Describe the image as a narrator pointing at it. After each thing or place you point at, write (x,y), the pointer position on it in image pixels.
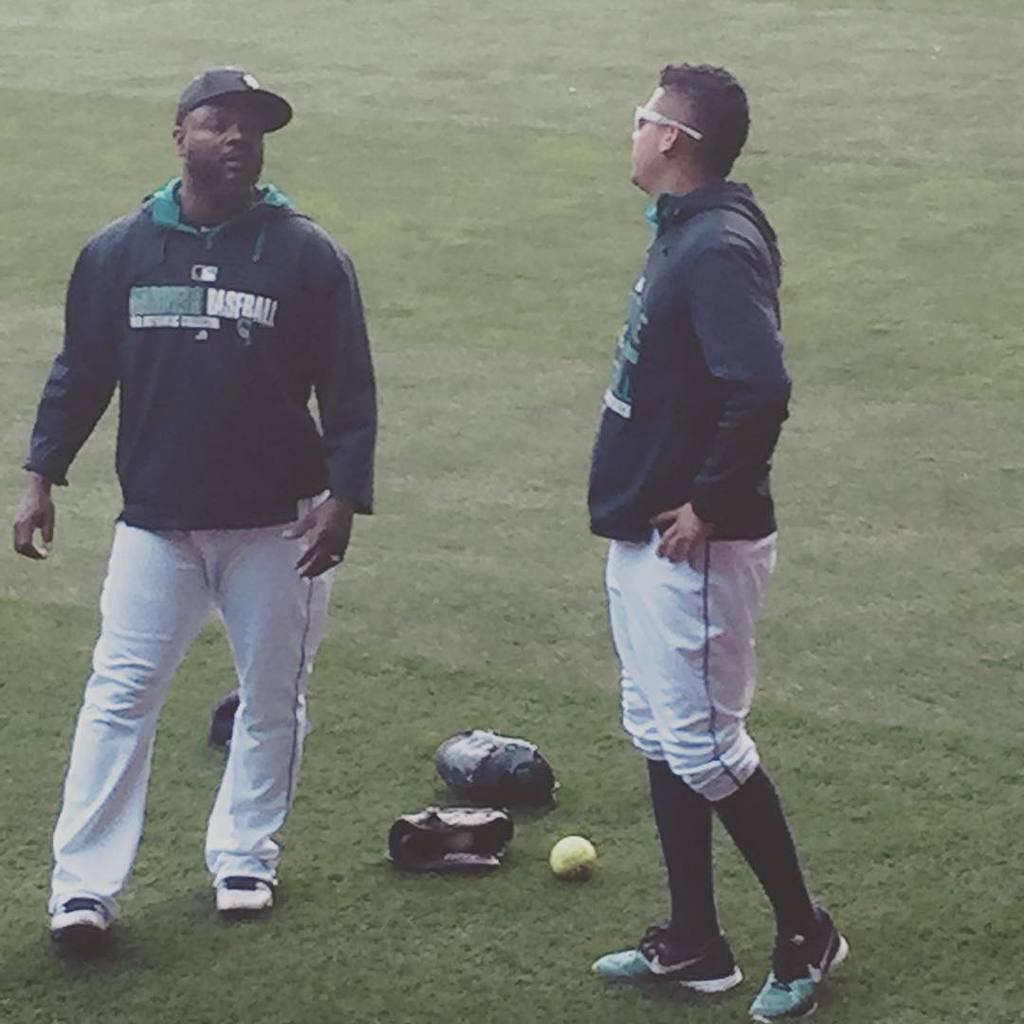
In this picture we can observe two men (710,762) standing in the ground (485,690). They are wearing blue color hoodie (187,338). One of them is wearing a cap (222,98) on his head (216,109). We can observe a ball (569,869) on the ground (410,790). In the background (433,469) there is a ground (417,472).
